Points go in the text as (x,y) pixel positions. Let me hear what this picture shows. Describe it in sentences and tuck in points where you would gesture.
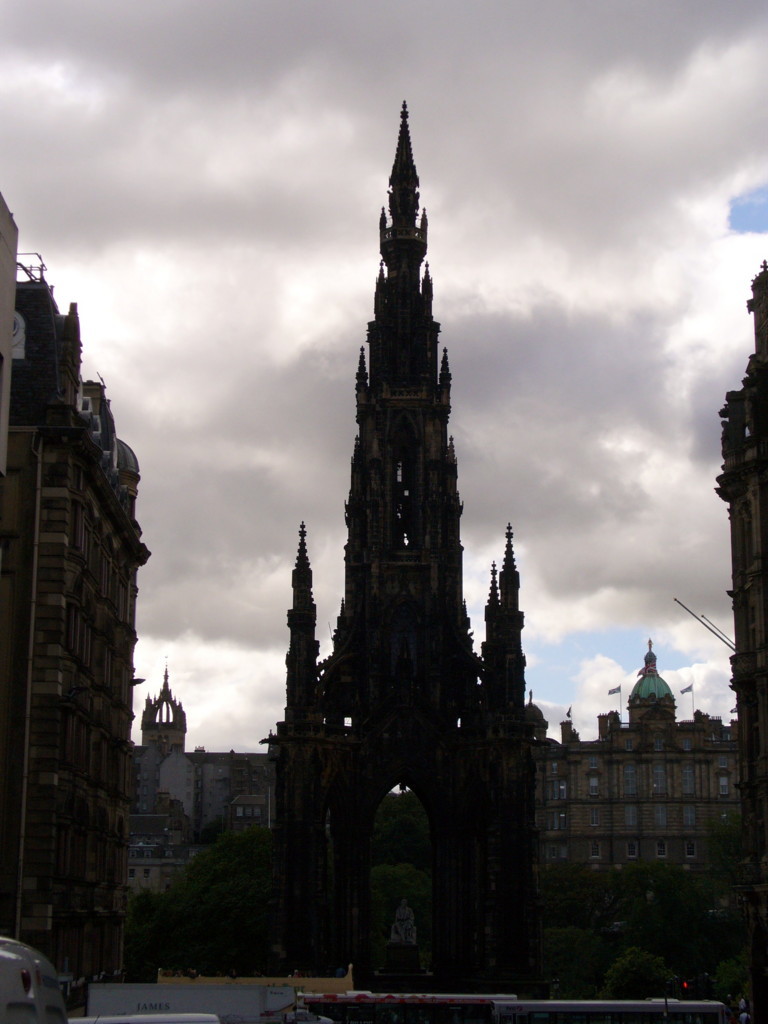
In this image there are few buildings (500,774). Before it there are few trees (179,896). Bottom of the image (119,1001) there are few vehicles (45,1016). Top of the image (384,129) there is sky (321,315) with some clouds (622,401).
